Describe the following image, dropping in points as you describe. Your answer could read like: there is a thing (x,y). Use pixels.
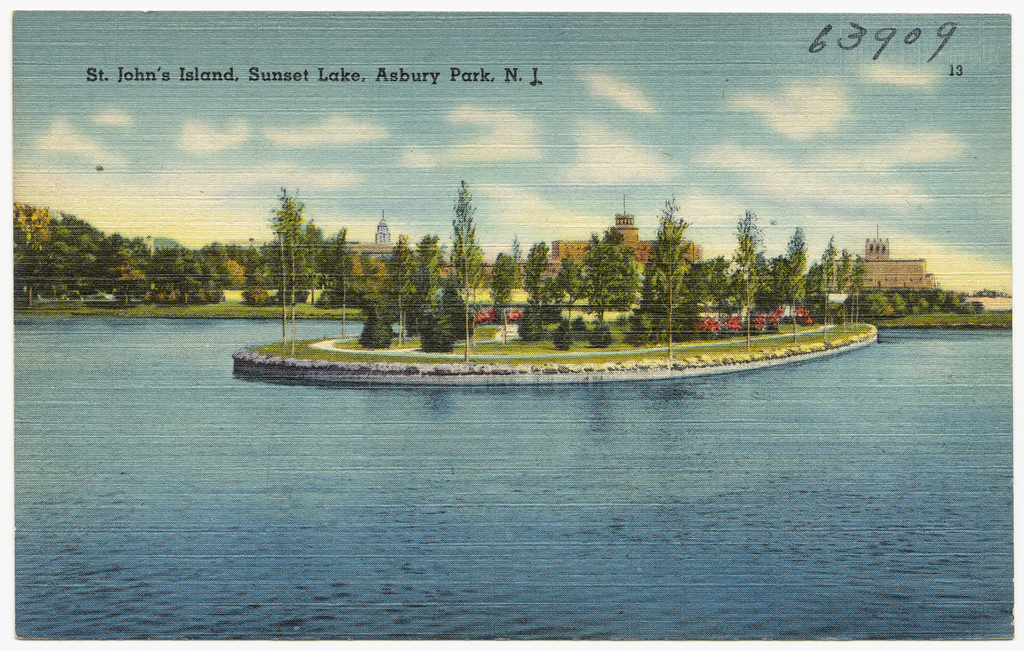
The picture looks like a painting. In the foreground (50,408) there is a water body (292,460). In the middle of the picture (530,307) we can see plants (640,325), flowers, buildings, trees (558,288), grass (664,358), wall (840,350) and various other objects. At the top (616,95) there are clouds (631,99), text (169,79) and numbers (946,36).
